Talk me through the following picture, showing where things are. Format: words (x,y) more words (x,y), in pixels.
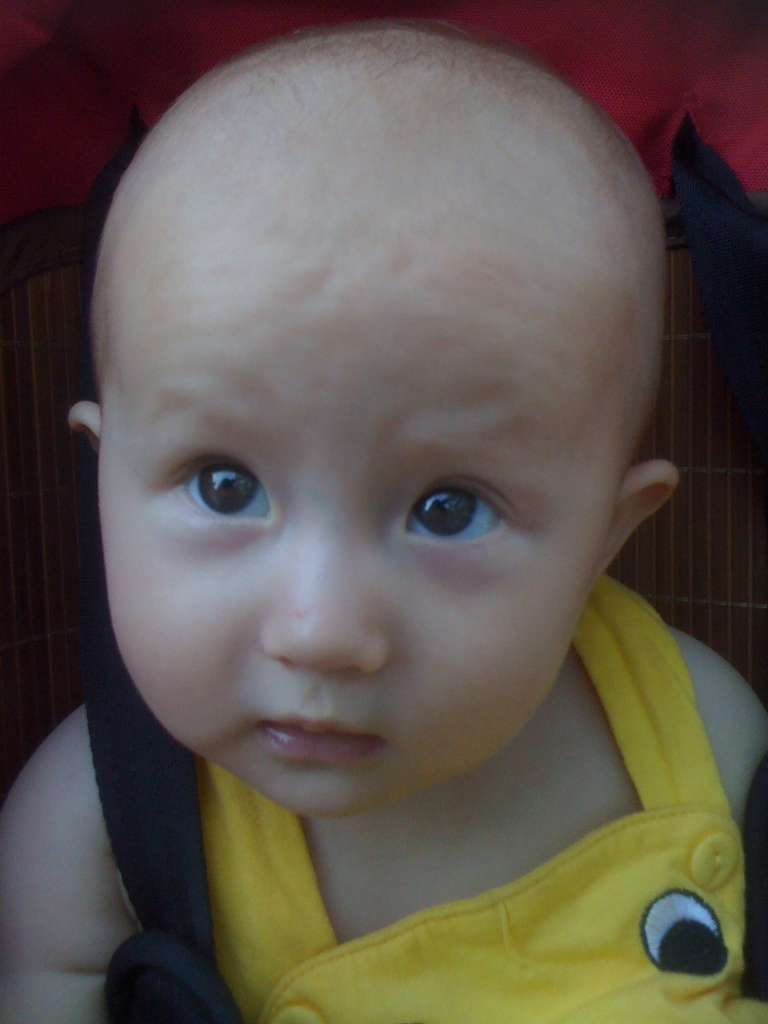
A baby (602,725) is sitting wearing a yellow dress (409,961).
